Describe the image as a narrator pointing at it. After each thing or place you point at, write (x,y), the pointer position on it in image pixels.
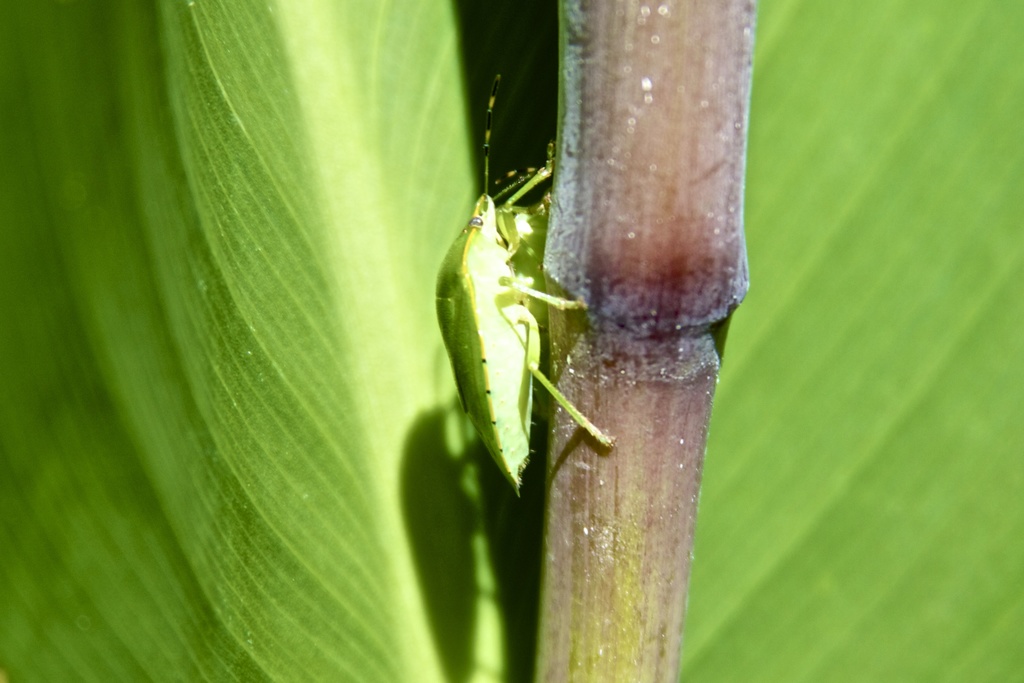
In this picture I can see an insect (477,307) on the stem (712,239) and in the background (383,227) there are leaves (879,270).
